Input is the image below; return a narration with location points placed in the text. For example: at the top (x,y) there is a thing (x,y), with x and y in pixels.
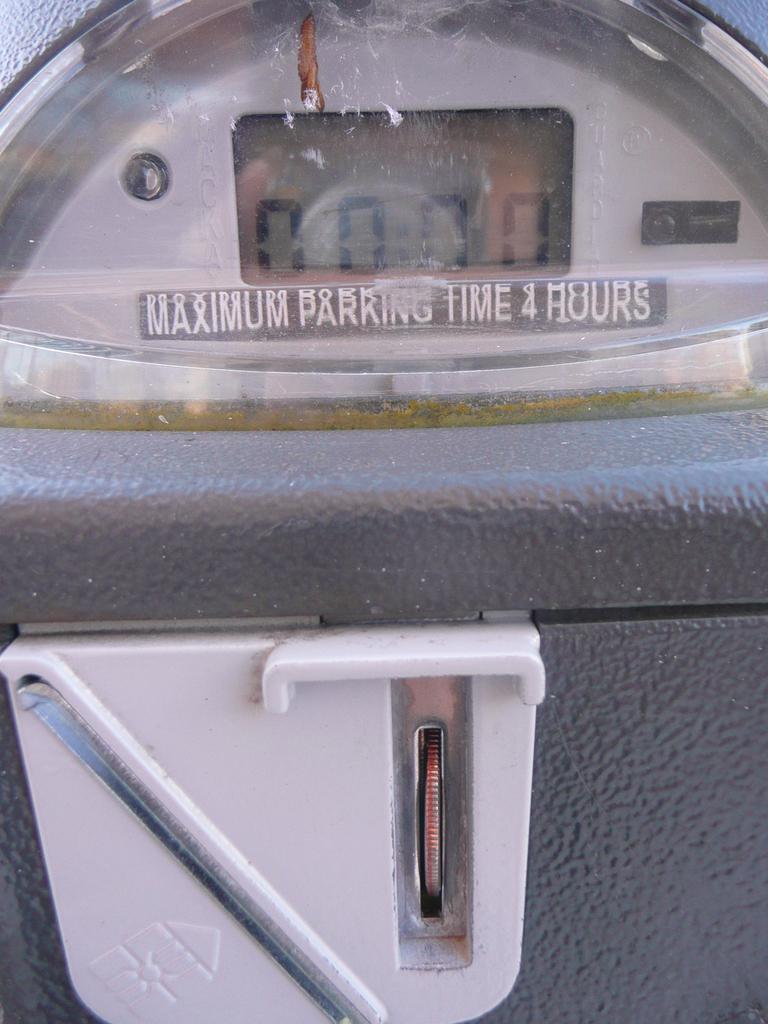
In this picture we see a machine (45,921) which takes coins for a vehicle parking.
